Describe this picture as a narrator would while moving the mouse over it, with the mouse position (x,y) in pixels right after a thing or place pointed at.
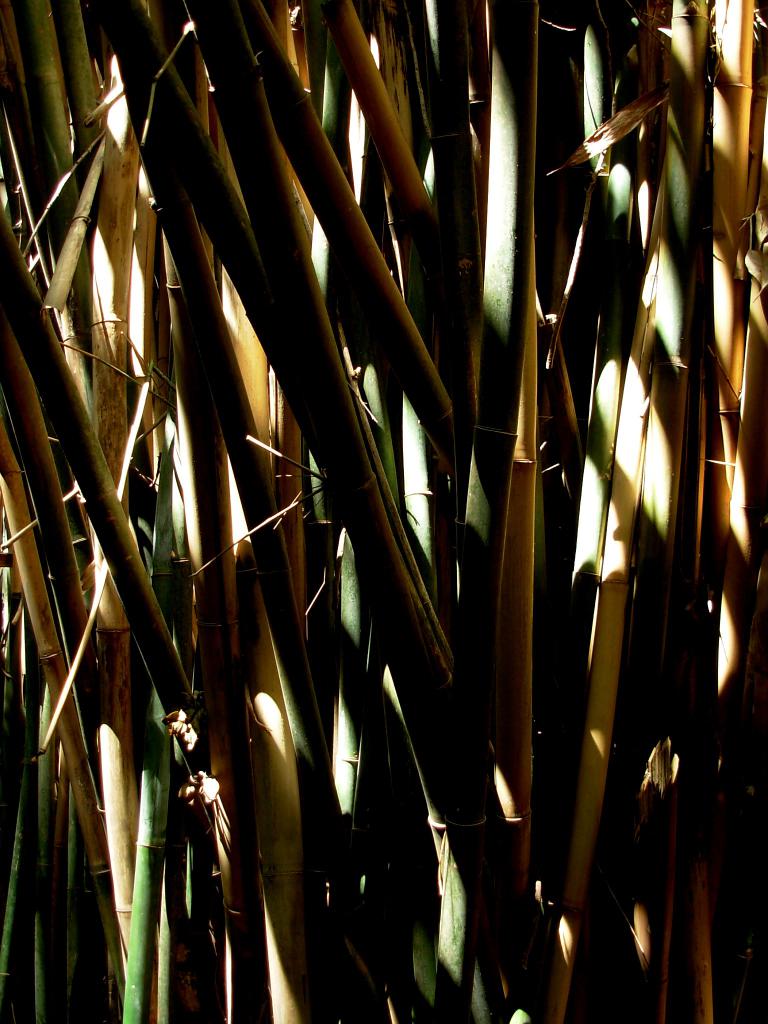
In this image we can see bamboo sticks (371,513).
